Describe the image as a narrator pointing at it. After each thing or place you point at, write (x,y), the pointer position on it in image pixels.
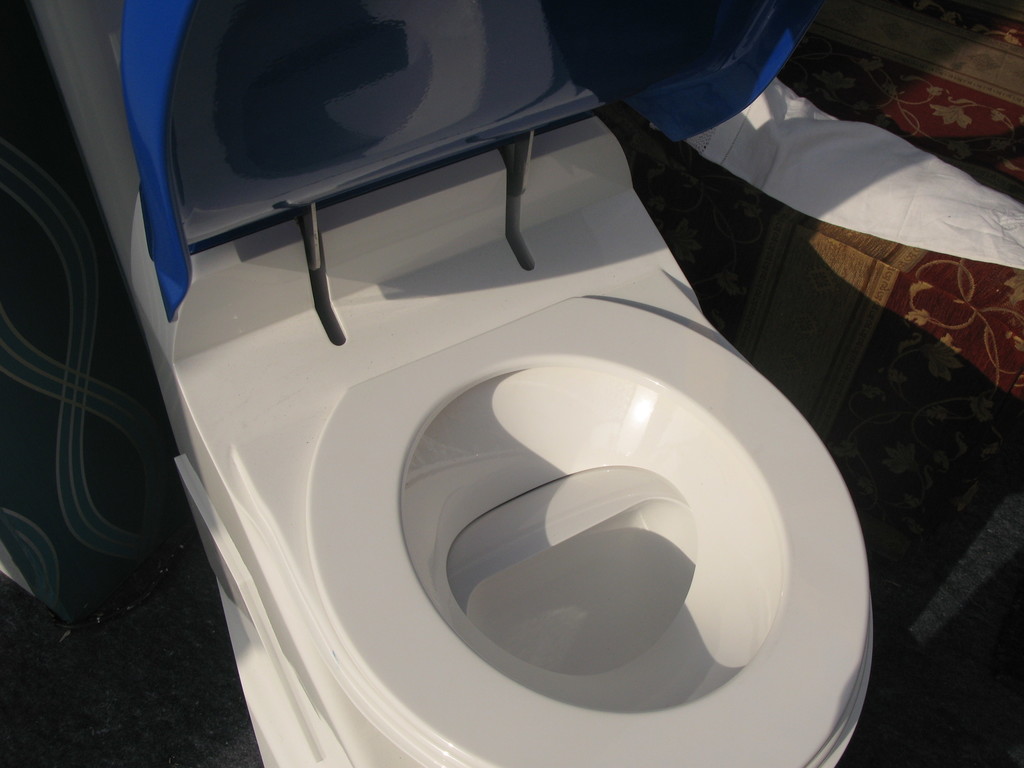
In the picture I can see the commode (591,351). I can see a white colored cloth (882,168) on the floor (1010,131) on the top right side (956,195).
